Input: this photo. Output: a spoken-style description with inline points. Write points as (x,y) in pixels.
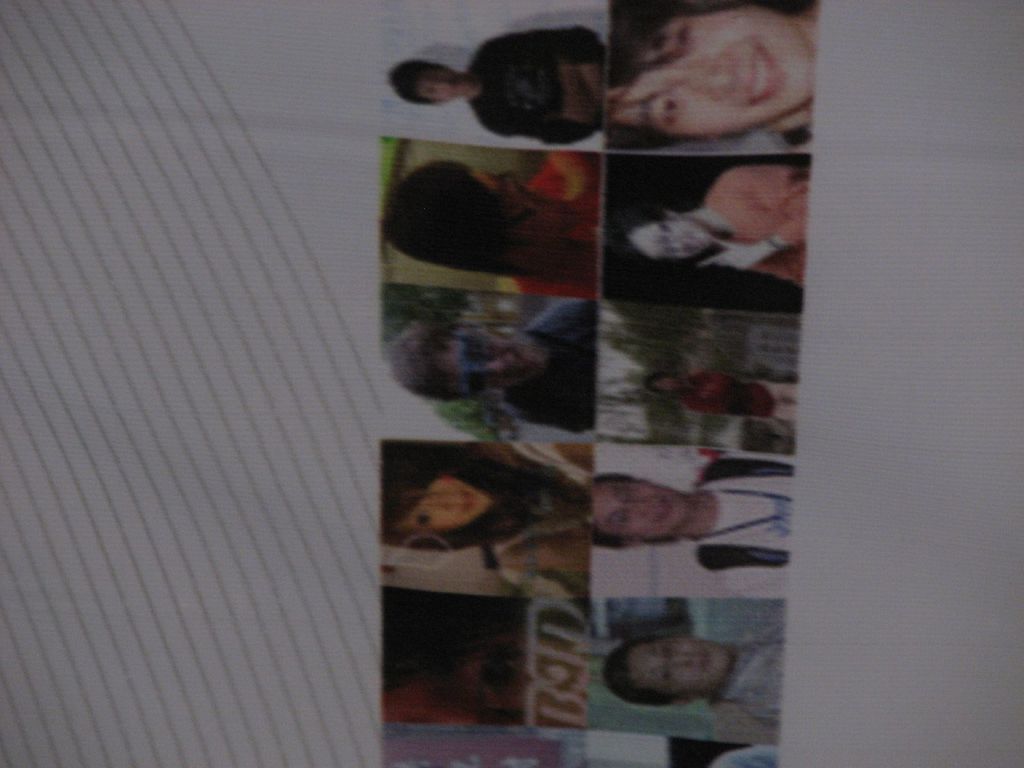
In this picture we can see photos (546,381) of different people (533,537) on a white surface (242,435).
